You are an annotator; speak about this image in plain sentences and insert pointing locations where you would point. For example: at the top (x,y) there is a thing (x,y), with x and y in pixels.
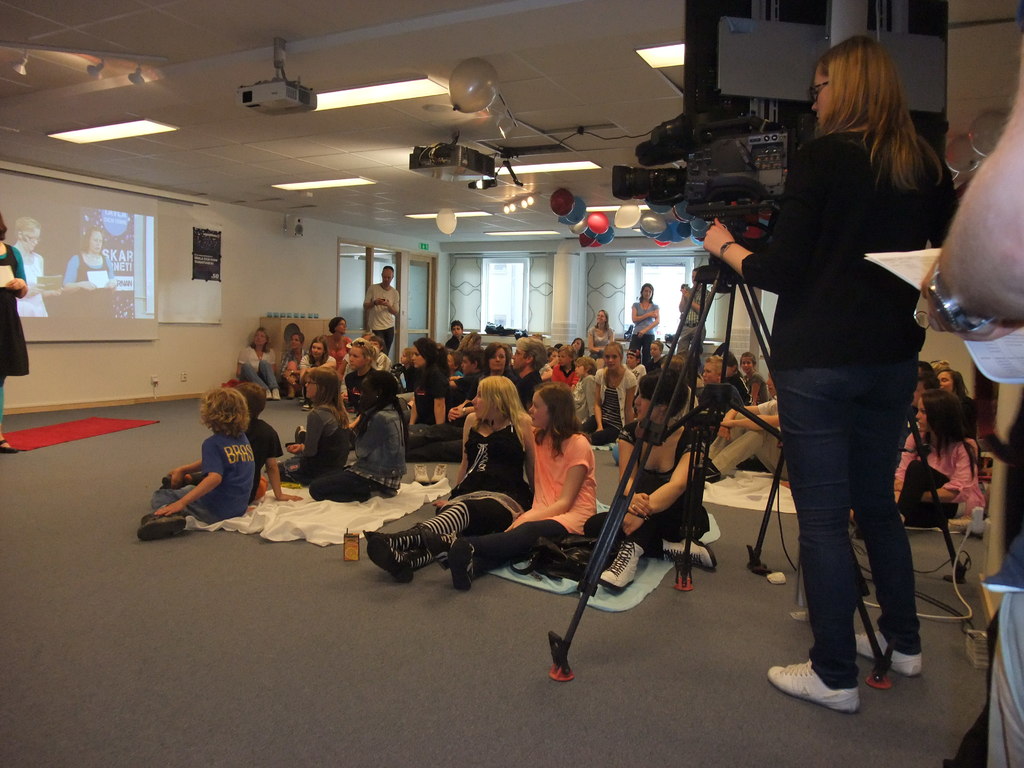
This is the picture of a room (128,620). In this image there are group of people (296,497) sitting. On the right side of the image (804,327) there is a woman (838,566) standing and holding the camera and there is a person (950,313) holding the paper (987,346) and there is a device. On the left side of the image (14,325) there is a woman (16,321) standing and holding the paper (10,279) and there is a screen (39,323). At the back (406,323) there is a person (376,316) standing at the door (424,325) and there are two persons (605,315) standing at the windows (628,307). At the top (263,90) there are lights (374,88) and there are projectors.
